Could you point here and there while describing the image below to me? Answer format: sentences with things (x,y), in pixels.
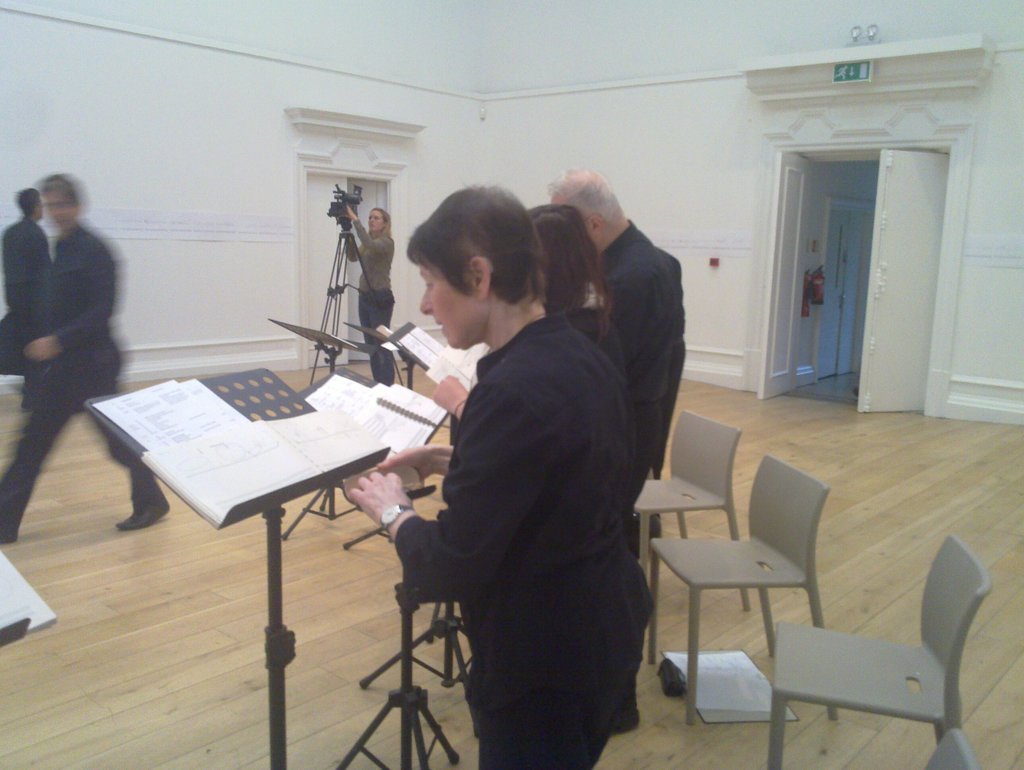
In this image, Few peoples (626,429) are standing near the stands (274,506). We can see some papers (388,429), chairs (898,671) on the right side (868,659), white wall (981,305), white door (893,261), board (857,75). In the middle (386,271), woman (375,263) is holding a camera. On left side (99,369), a man (99,329) is walking on the floor (120,614).
